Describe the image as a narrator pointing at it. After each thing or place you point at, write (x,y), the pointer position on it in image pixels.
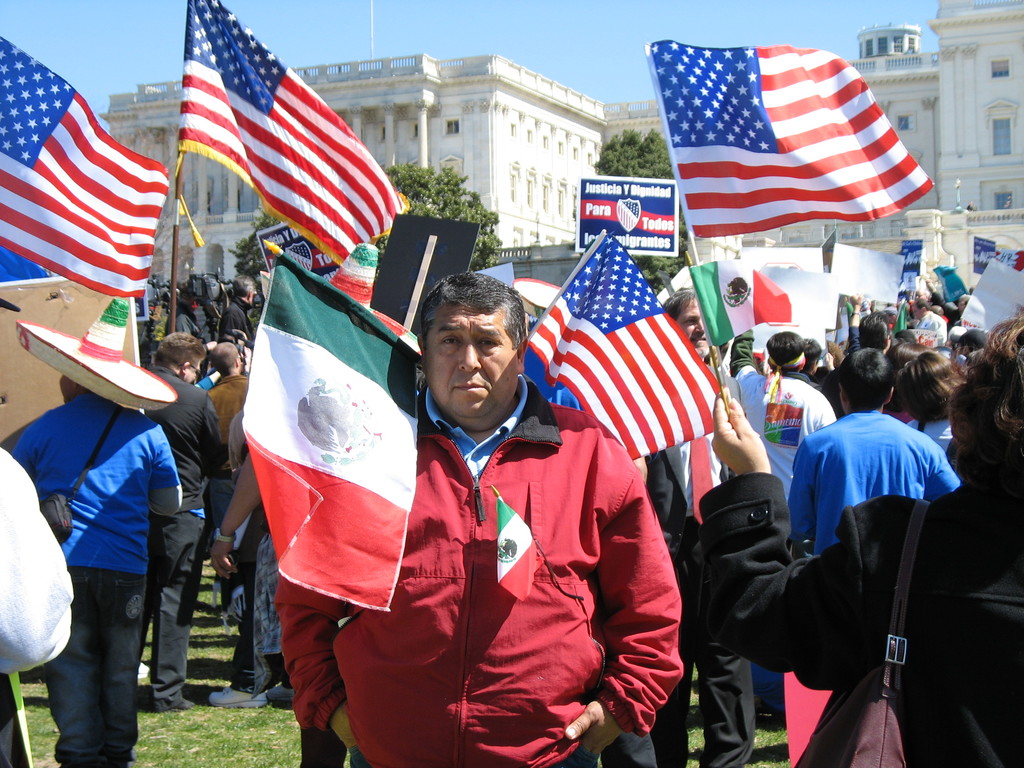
In the center of the image (467,464) we can see a man (478,493) standing on the ground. We can also see some grass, a group of people (762,534) standing on the ground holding the flags (272,337) and some papers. On the backside (636,225) we can see a board (593,236) with some text (638,243), some trees (488,247), a building (481,151) with pillars (426,149) and windows (531,193) and the sky (627,50) which looks clear.
